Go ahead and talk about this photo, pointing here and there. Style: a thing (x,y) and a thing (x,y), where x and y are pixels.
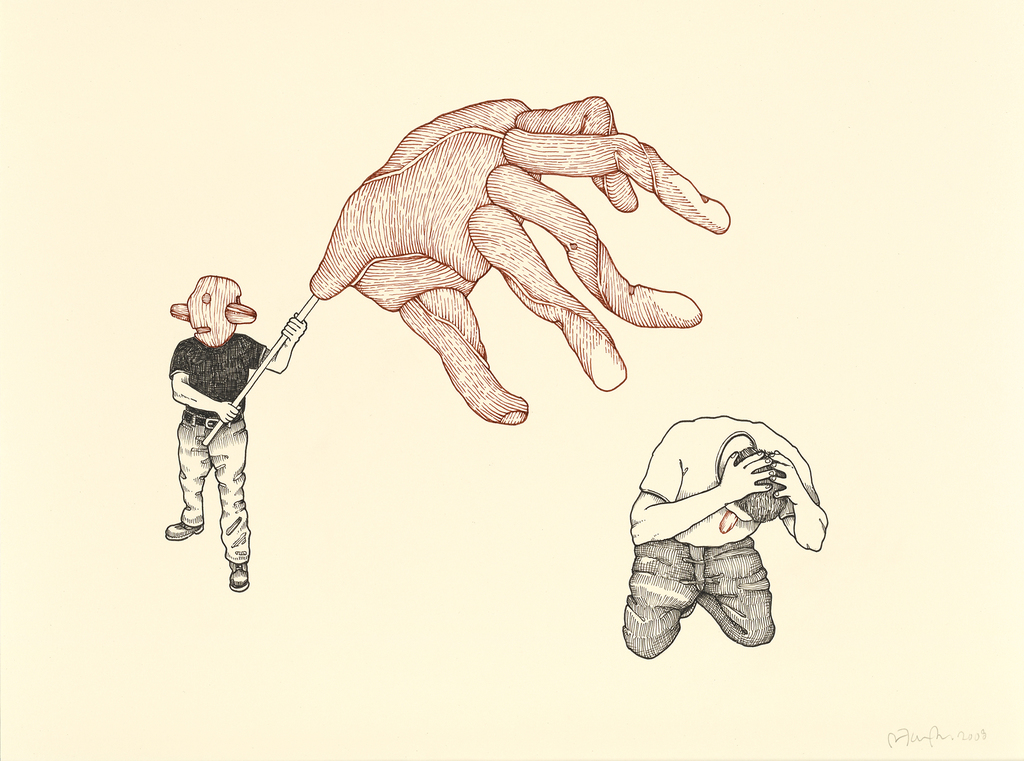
In this image we can see a sketch (229,537). In the sketch (229,537) we can see two persons (230,446). Among them a person (190,481) is holding an object (250,384). The background of the image (149,412) is white.
